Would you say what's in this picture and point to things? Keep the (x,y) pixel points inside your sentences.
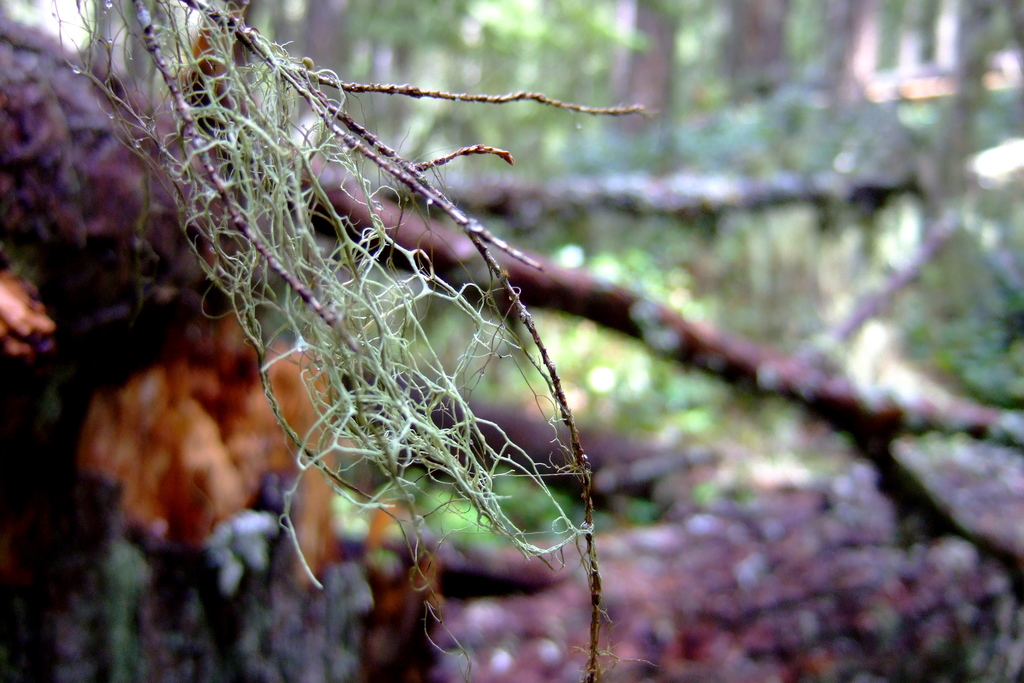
In this image it looks like a dried branch (386,448) of a tree (303,319). The background (648,208) is partially blurred.
